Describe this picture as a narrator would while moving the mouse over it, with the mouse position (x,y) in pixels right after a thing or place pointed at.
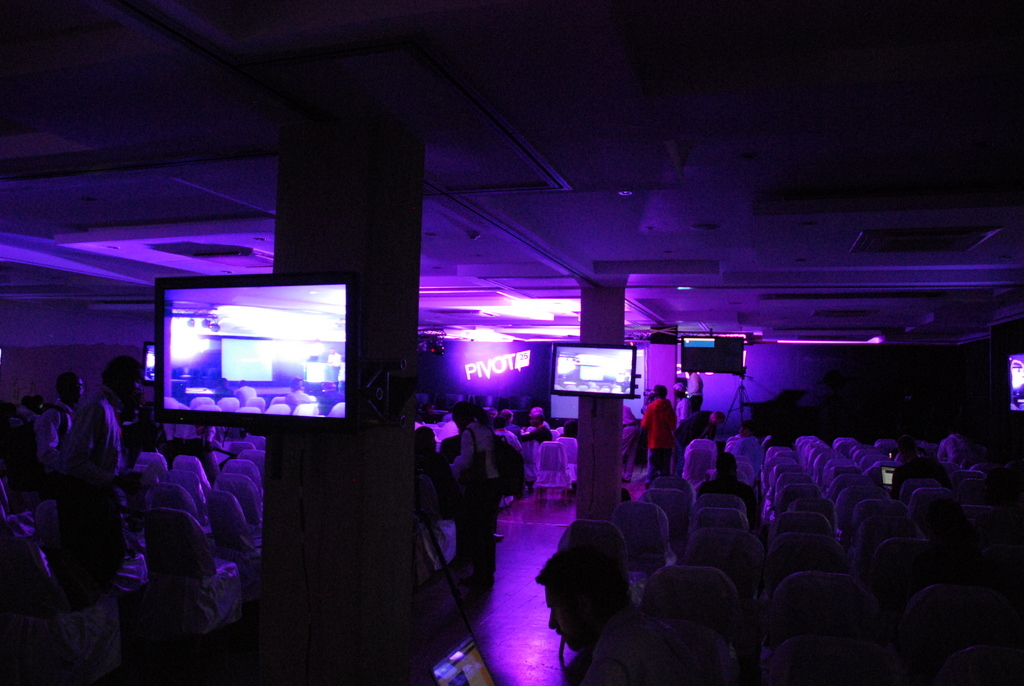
This picture is clicked inside the hall (812,493). In the foreground (299,603) we can see the chairs (166,509) and group of persons (895,486) sitting on the chairs (715,501) and we can see the group of persons (488,464) seems to be standing and we can see the televisions (296,340) attached to the pillars (339,265). At the top (659,118) there is a roof (673,223), we can see the ceiling lights (687,288). In the background (518,371) we can see the text (498,365) and the lights (526,307), we can see the wall (796,386) and some other objects (785,394).
